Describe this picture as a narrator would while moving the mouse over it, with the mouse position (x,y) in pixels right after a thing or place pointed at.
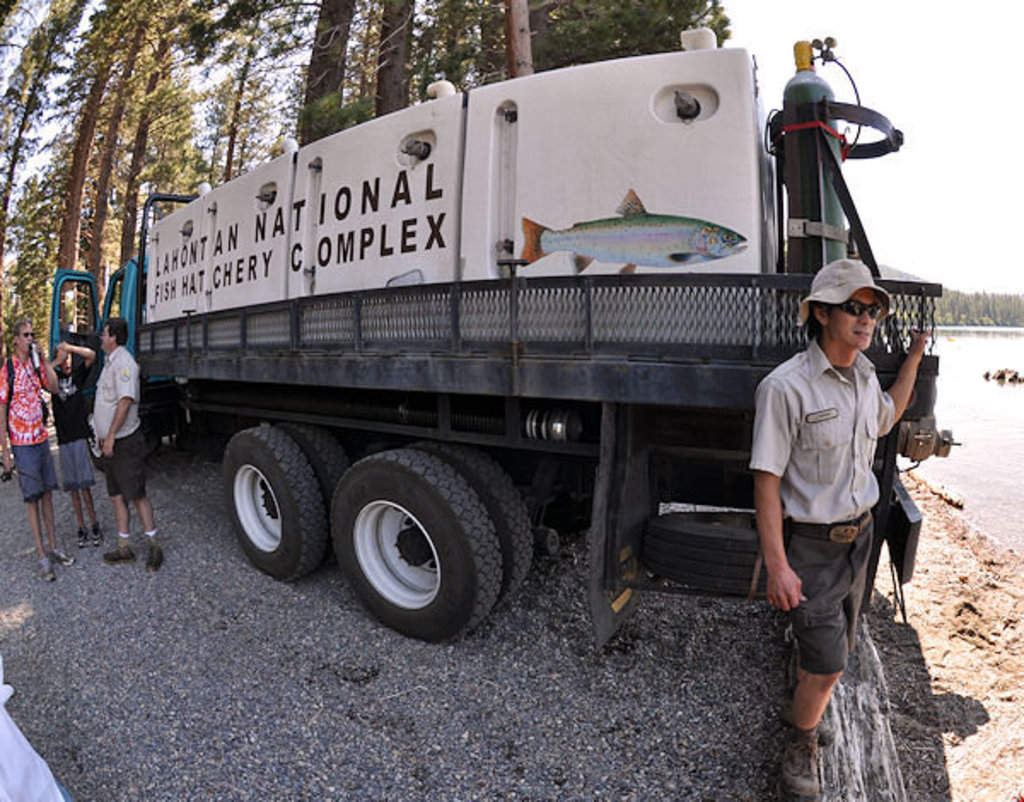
There is a vehicle (396,258) and there are few persons (117,383) standing beside it and there is water (977,390) in the right corner (982,365) and there are trees (311,60) in the background (364,37).
